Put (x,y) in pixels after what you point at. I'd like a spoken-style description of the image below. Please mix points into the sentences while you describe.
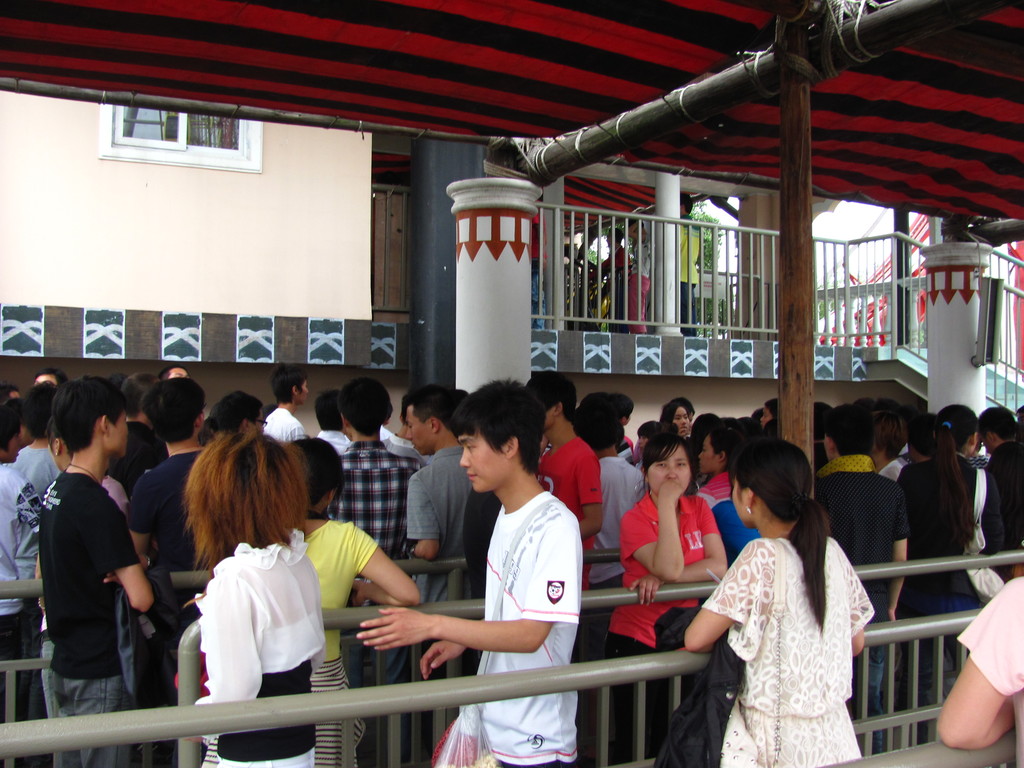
This image consists of many people (624,562) standing in queue. In the middle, there are metal rods (322,706). In the background (340,243), we can see a building (753,338) along with the pillars (787,234). At the top (490,27), there is a tent (656,32).
